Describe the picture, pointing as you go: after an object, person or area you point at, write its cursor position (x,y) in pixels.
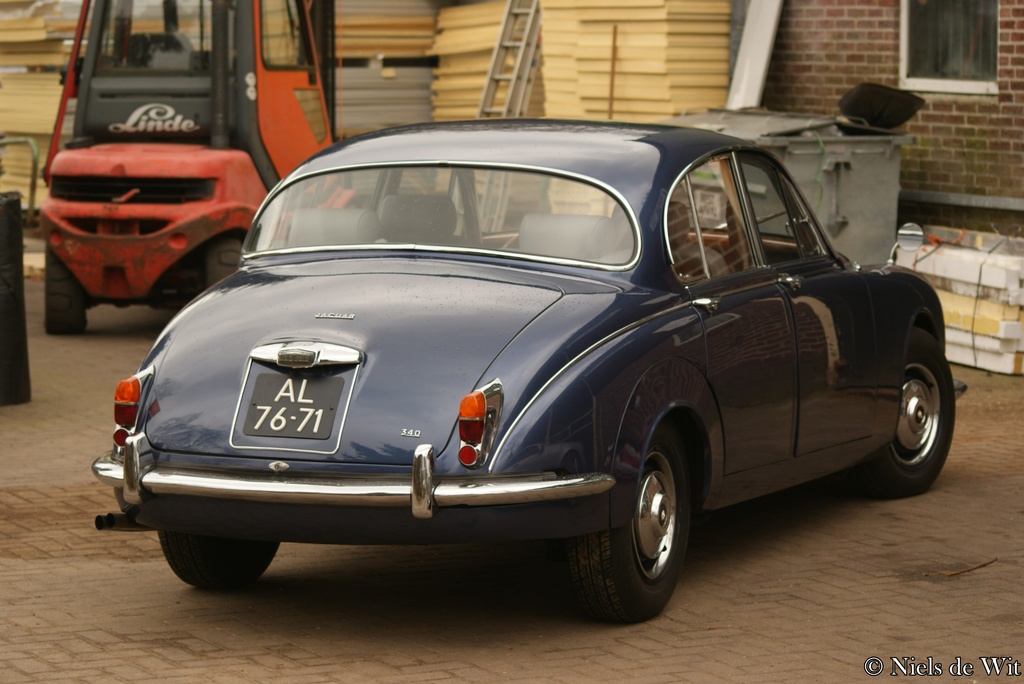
We can see car (535,524) on the surface (416,559) and we can see wall (855,52) and window (906,17). In the background (79,211) we can see ladder (494,51) and vehicle (282,76).
